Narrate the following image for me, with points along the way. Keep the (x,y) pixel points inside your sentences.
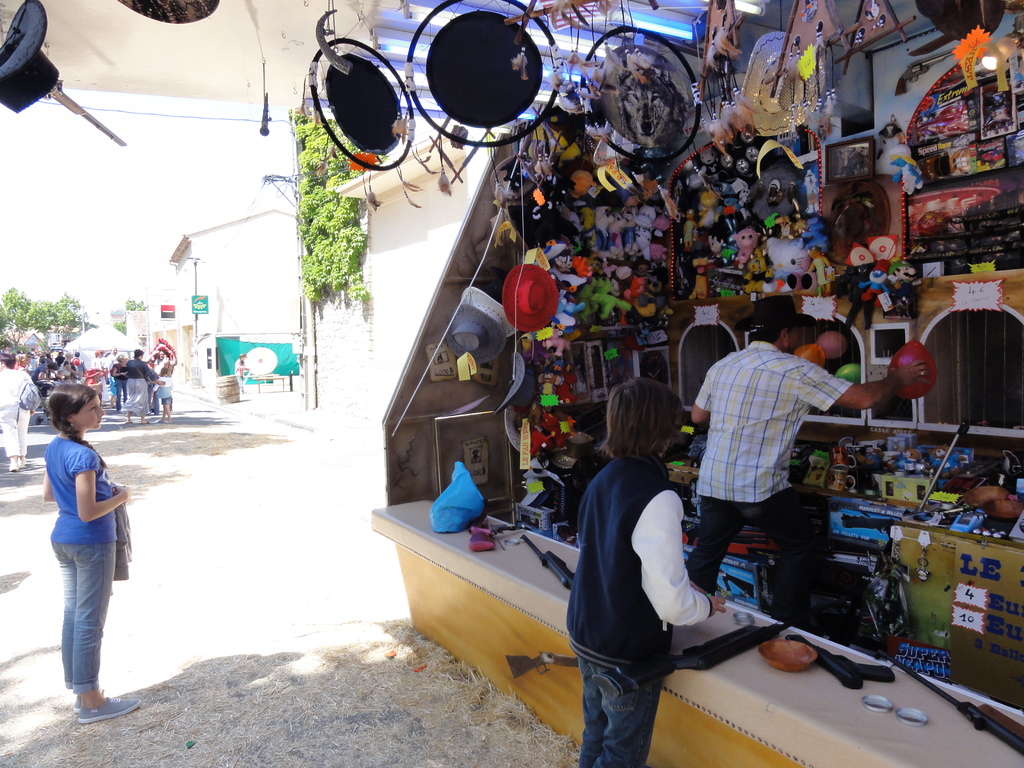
In this image we can see people (787,325). On the right (860,541) there is a store (741,274) and we can see things (722,276) placed in the store (917,633). There are trees (135,303). In the background (228,333) there are buildings (139,340) and sky (165,221). We can see boards (206,299).
